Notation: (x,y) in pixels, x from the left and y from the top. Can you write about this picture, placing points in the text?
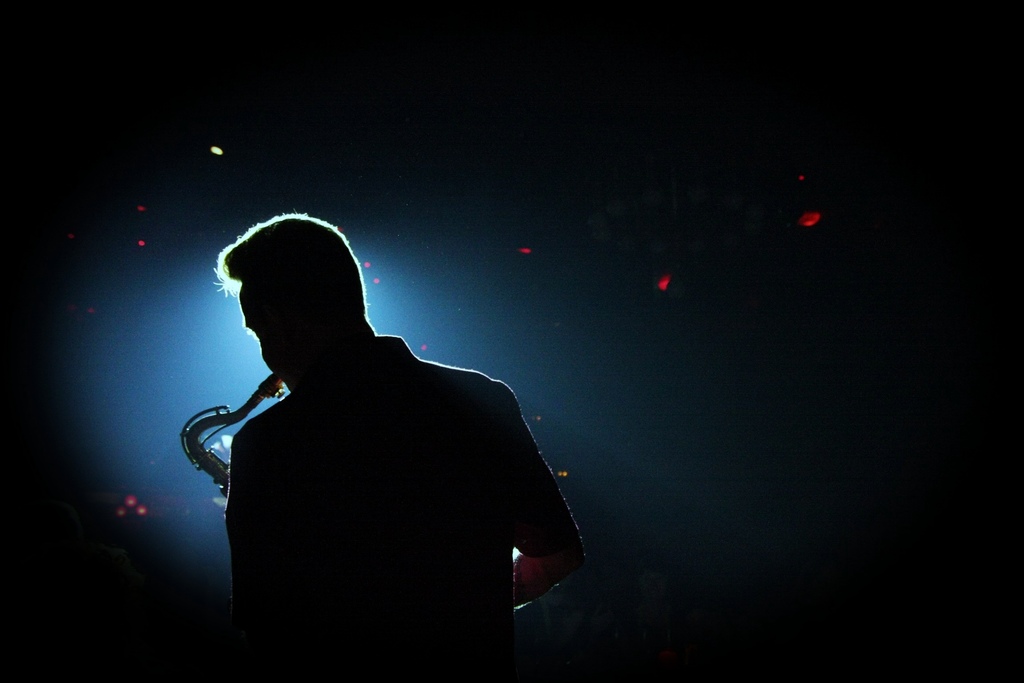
In this image I can see a person (423,511) is playing musical instrument (259,391). Background (410,260) is in black, red and blue color.
